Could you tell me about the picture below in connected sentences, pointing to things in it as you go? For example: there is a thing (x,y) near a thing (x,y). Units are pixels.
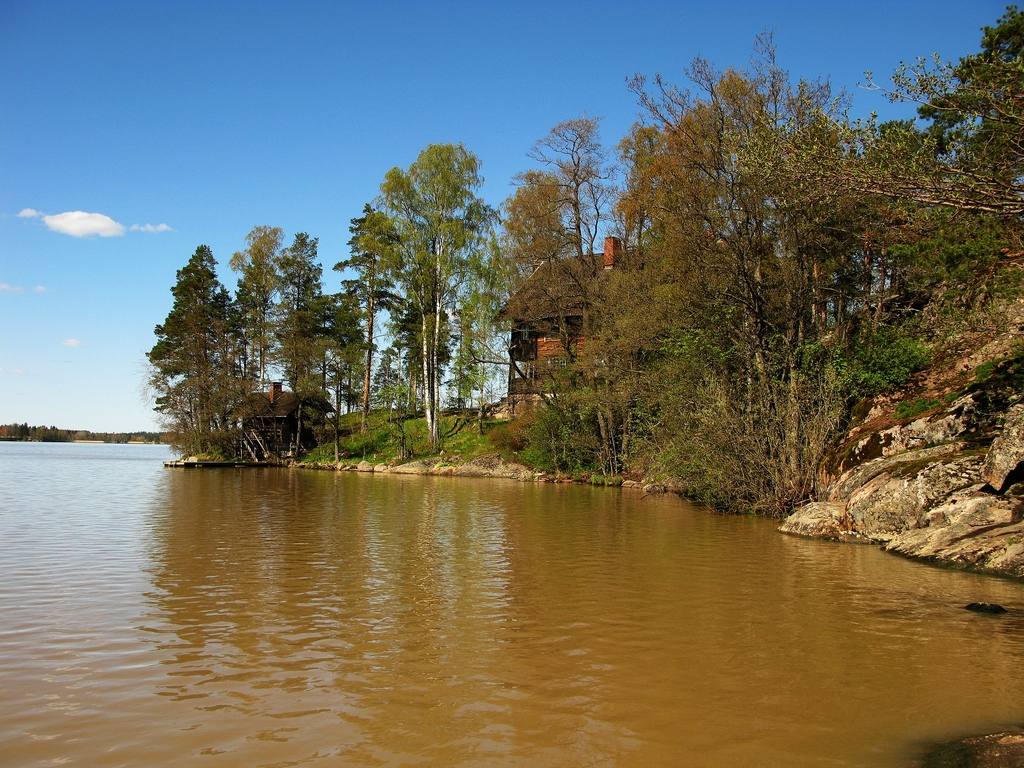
In this image in front (575,607) there is water (556,640). In the background of the image (582,385) there are houses (259,413), trees (697,345), rocks (903,443). At the top of the image (382,119) there is sky (338,113).
